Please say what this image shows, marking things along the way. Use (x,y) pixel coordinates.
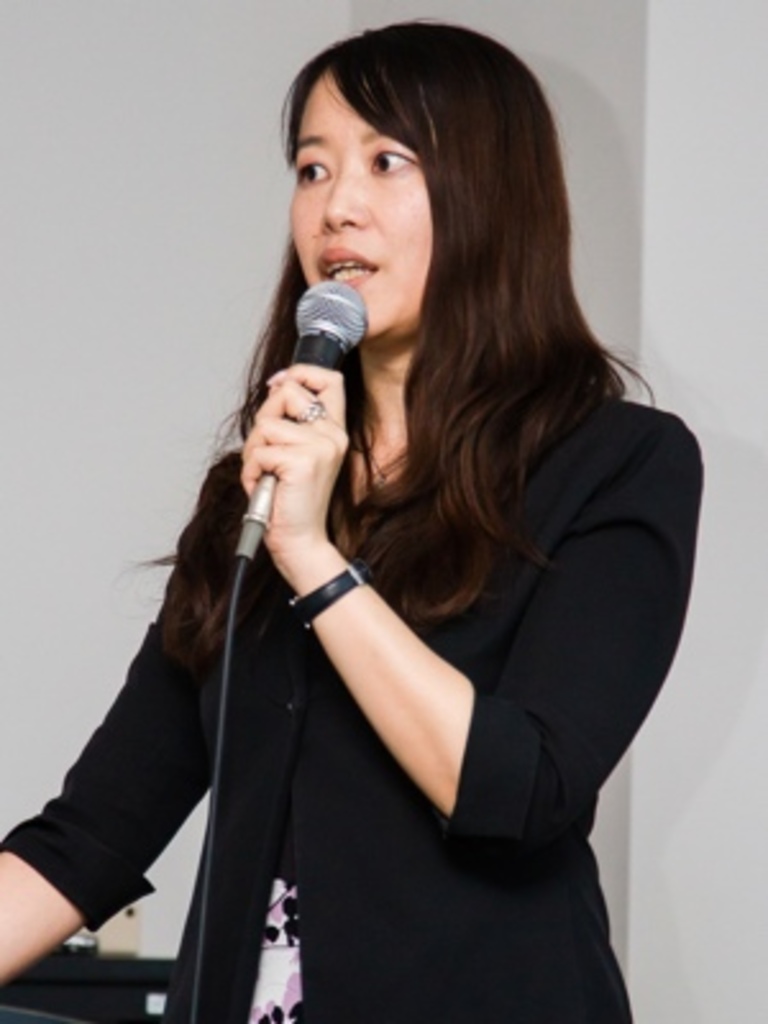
In this image i can see a women (419,722) wearing a black coat (525,684) is standing and holding the microphone (354,309). I can see the woman (288,583) is wearing a watch (329,583). In the background (147,129) I can see the wall (142,287).
